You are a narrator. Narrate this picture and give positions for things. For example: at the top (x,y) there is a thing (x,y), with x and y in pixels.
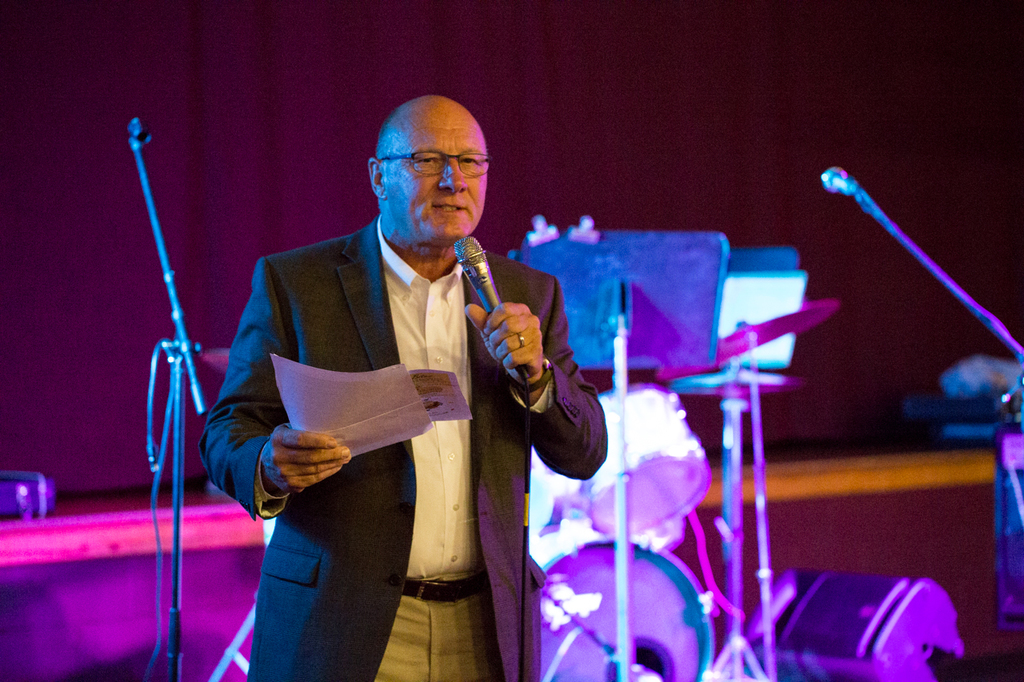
The man (449,446) in the middle of the picture (368,326) wearing a white shirt (434,485) and black blazer (367,499) is holding papers (399,404) in one of his hands (339,447) and in the other hand (540,357), he is holding a microphone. He is talking on the microphone (489,272). Behind him, we see microphones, music stand (665,308) and musical instruments (641,427). In the background (738,175), it is maroon in color. This picture might be clicked in the concert hall (185,183).
